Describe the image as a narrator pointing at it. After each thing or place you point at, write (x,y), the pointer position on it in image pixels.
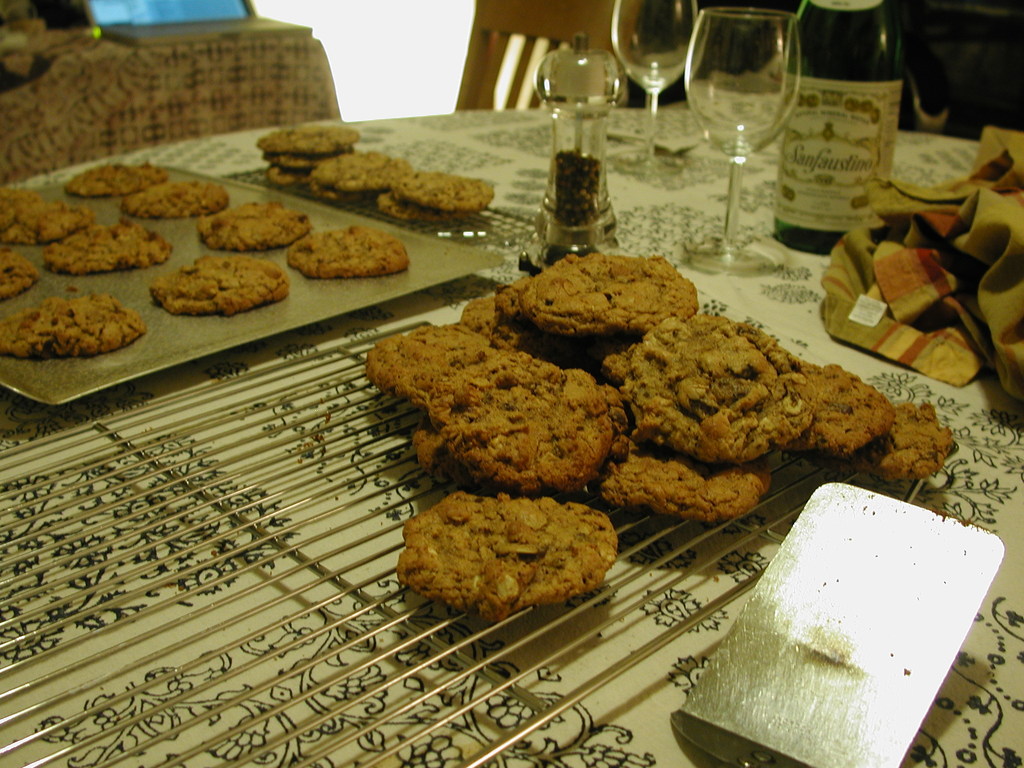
In the picture we can see a table (551,697) on it, we can see cookies (807,403) and glasses (768,128) and a wine bottle (891,103) with a label (820,110) on it and near the table (692,208), we can see a chair (469,93) and behind it we can see another table (211,126) with a table cloth (117,84).
